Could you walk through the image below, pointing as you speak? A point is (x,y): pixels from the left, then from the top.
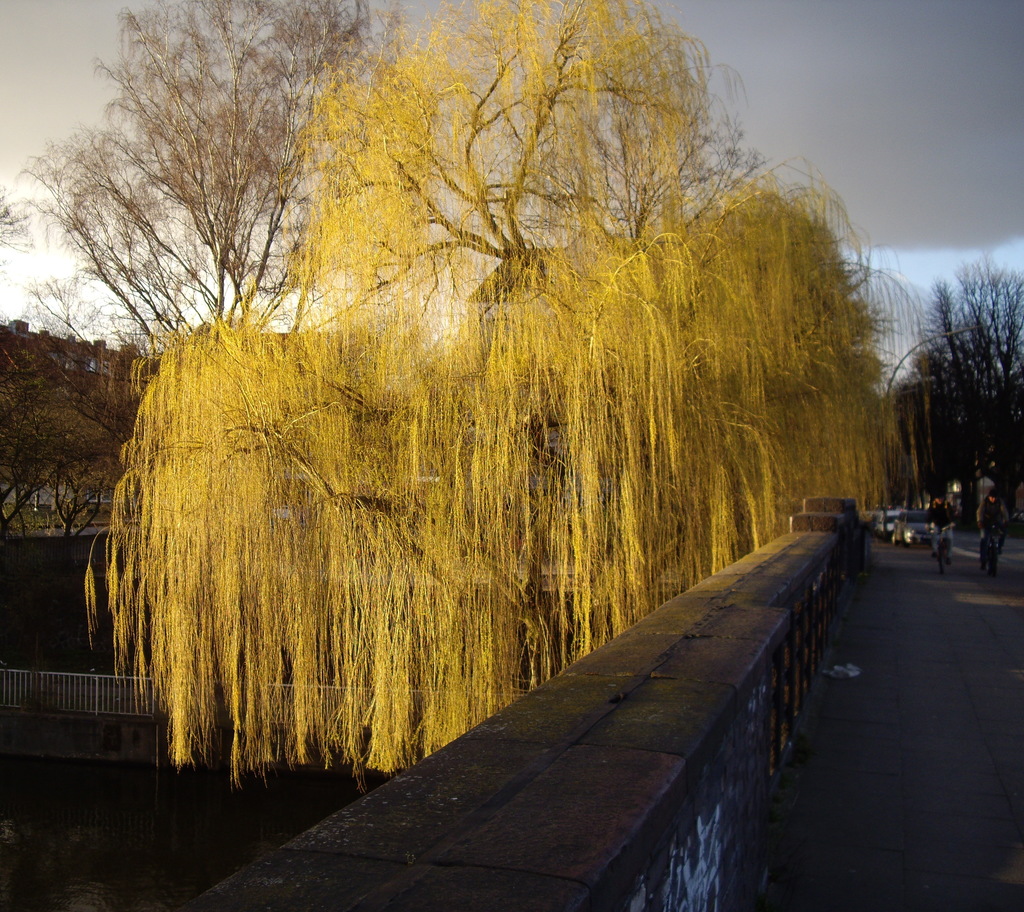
In the center of the image (467,453) we can see a group of trees (496,460). On the right side of the image (996,538) we can see some people (945,527) riding bicycles (946,554), some cars (899,526) are parked on the road (907,559) and a light pole (930,334). In the left side of the image (122,686) we can see barricade (96,699), building (114,371) with windows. At the top of the image (916,78) we can see the sky (886,19).
